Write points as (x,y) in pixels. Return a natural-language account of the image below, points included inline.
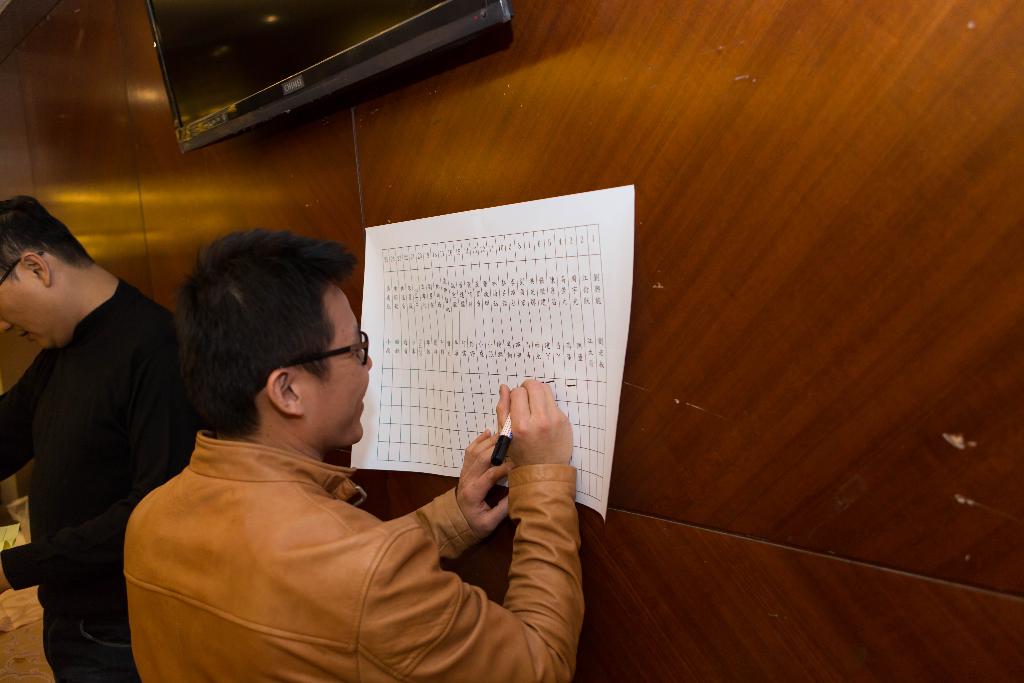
In this image I can see two people (256,232) standing one person (263,264) is holding a paper (408,457) and writing something on that paper (379,242) and at the top of image (340,48) I can see a monitor (256,58) with a wooden background (614,100).
